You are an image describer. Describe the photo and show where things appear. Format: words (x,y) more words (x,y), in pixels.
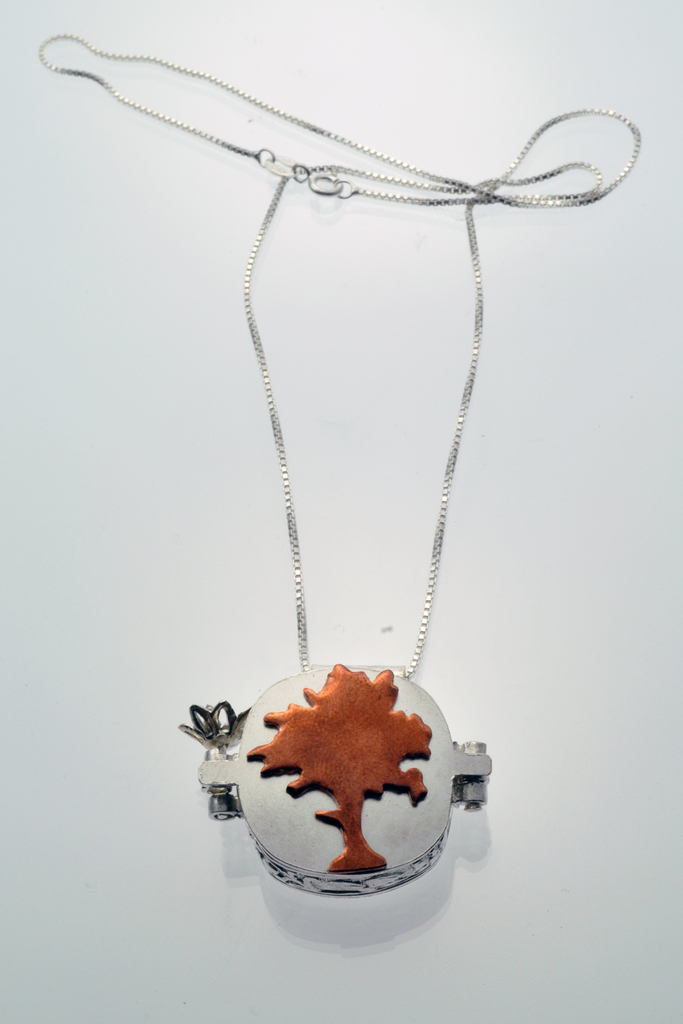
In this image we can see a chain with a locket (415,826). There is a white background (646,59).
